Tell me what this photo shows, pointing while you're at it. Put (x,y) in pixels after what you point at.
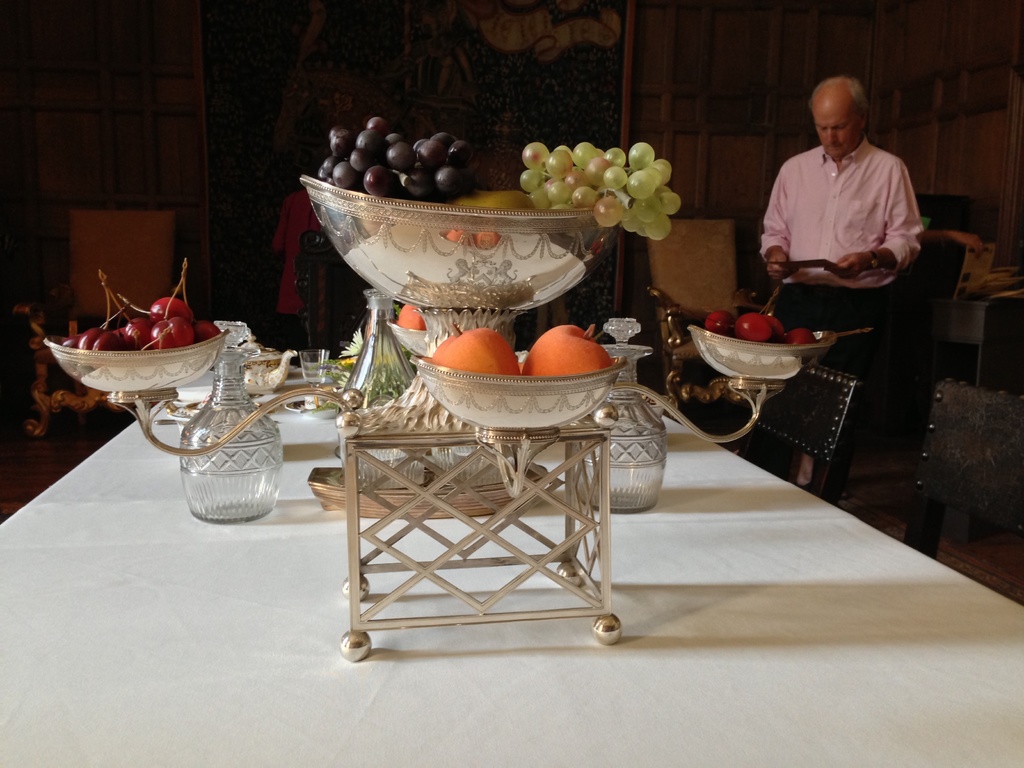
In this image I can see there are oranges (554,344), grapes (415,181) and other cherry fruits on this dining table (531,635). On the right side (801,259) a man (832,238) is standing, he wore shirt (846,225), there are chairs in this image.
